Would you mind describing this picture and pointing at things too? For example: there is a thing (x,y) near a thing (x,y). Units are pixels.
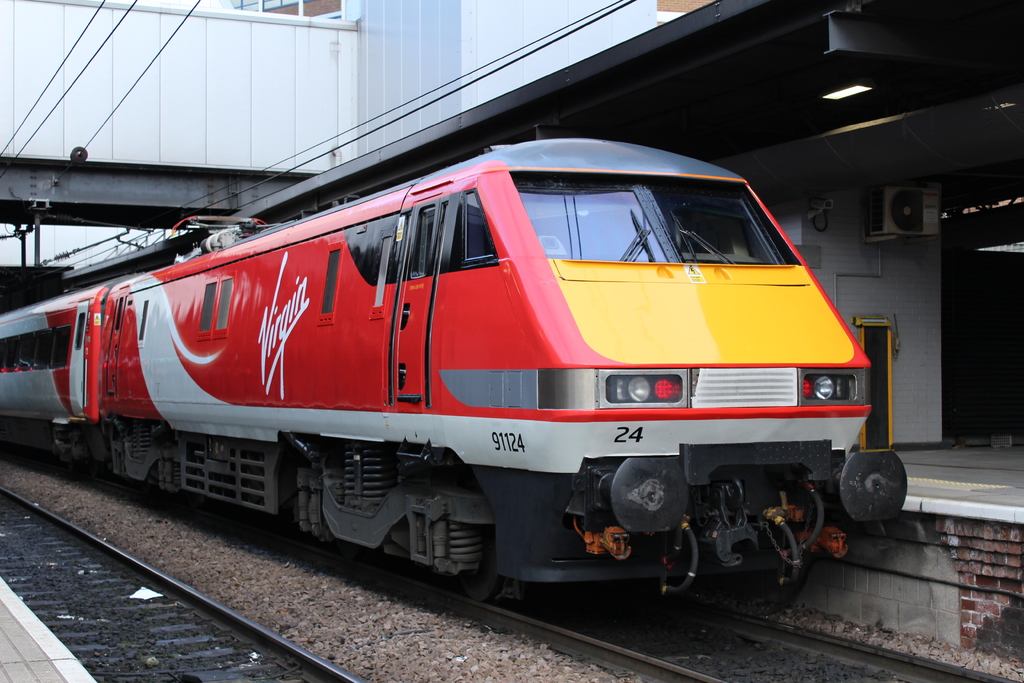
In this picture, we can see a train (444,490), rail track (159,679), platform (944,494), wall (905,356), with doors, and roof (900,92) with lights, we can see wires (105,121), and partially covered windows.
